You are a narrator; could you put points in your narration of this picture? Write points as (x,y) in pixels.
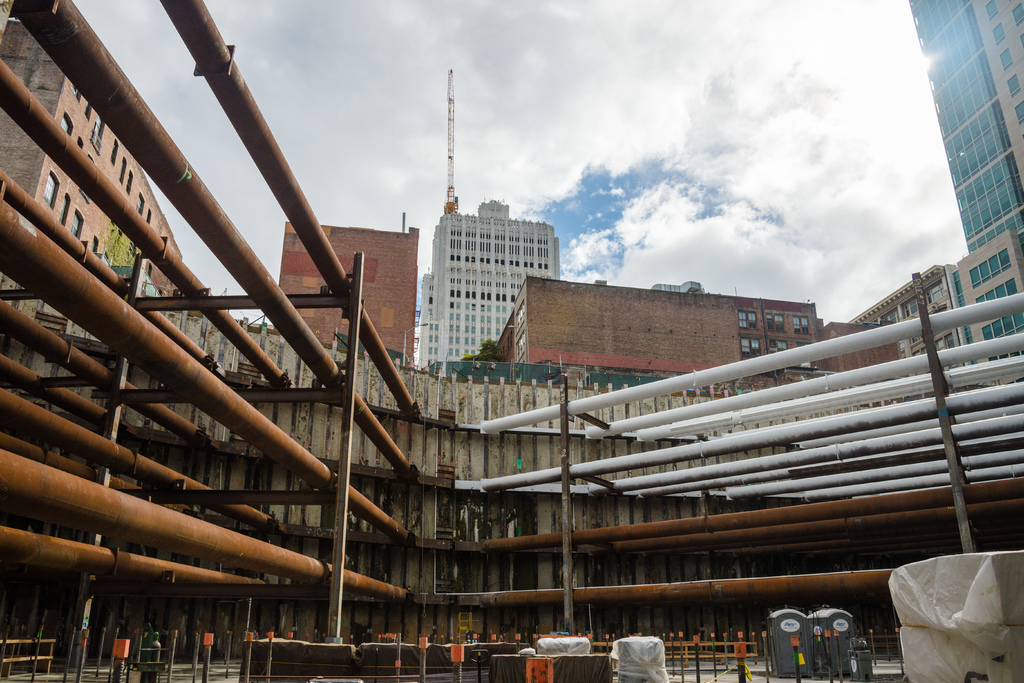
In this image there are buildings (946,288) and there are a few rods (22,485) attached to it. At the bottom of the image (264,647) there are few objects (652,641). In the background (668,224) there is a sky (651,183).
